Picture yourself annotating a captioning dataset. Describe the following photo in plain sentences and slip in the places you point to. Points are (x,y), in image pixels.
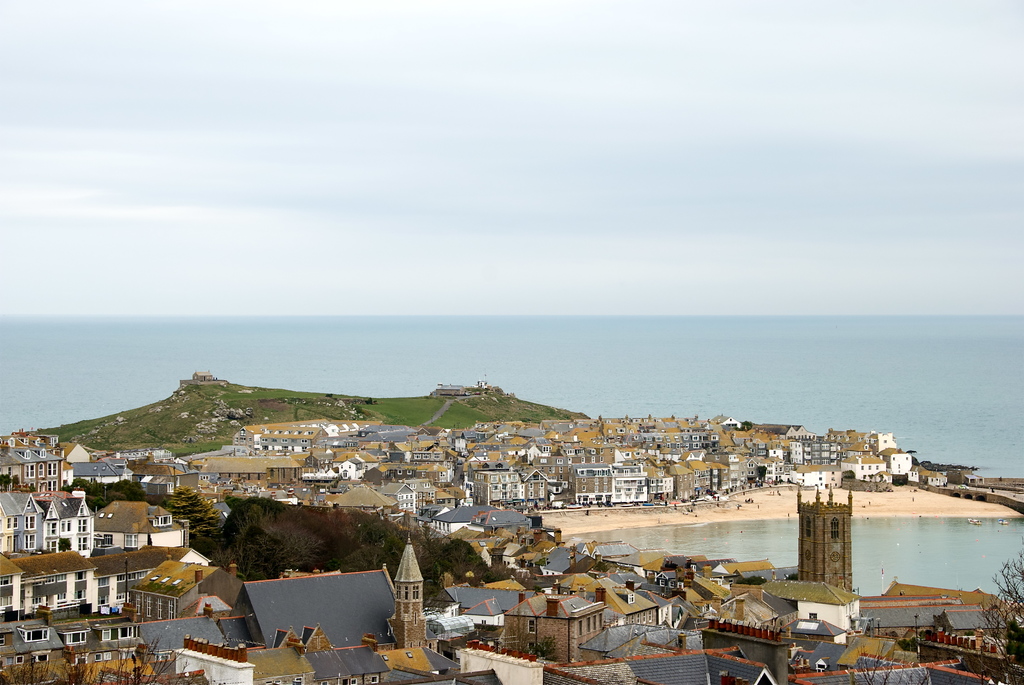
In the image we can see there are many buildings (362,473) and windows (75,639) of the buildings (58,634). This is a water (920,551), sand (915,505), tree (265,523), grass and a sky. We can even see there are people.
